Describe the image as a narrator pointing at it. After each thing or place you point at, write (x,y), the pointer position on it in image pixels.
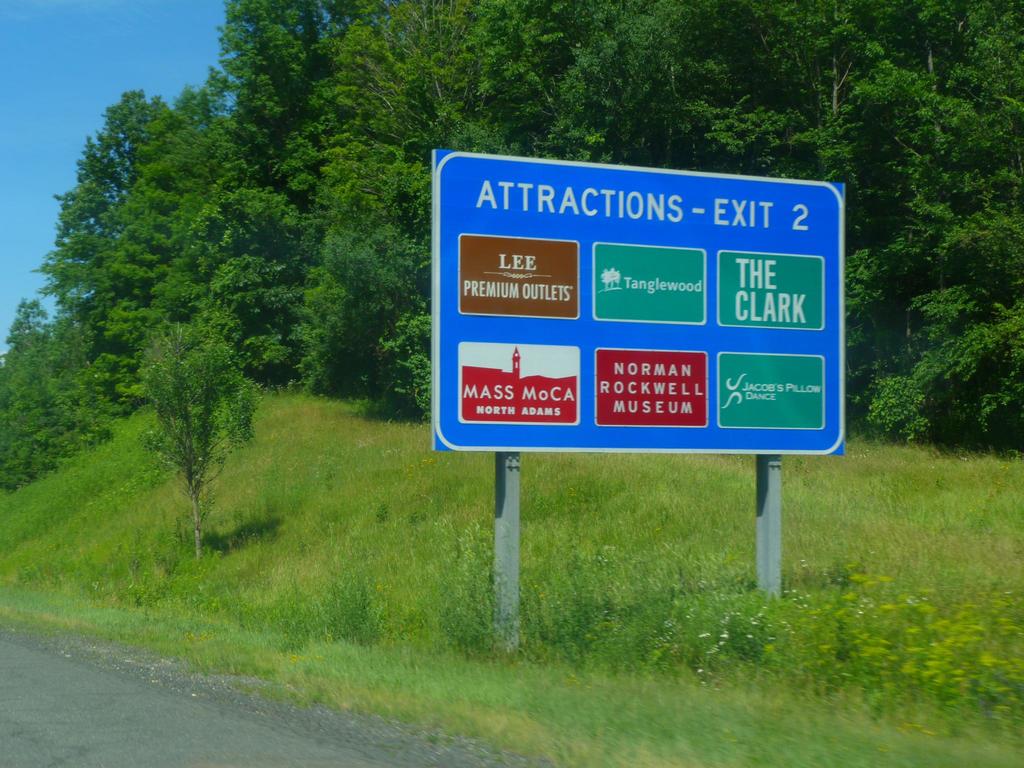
In this picture I can see there is a road (60,682) and there is grass (342,468), there is a board (762,581) and there are trees (370,252) behind it. The sky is clear.
